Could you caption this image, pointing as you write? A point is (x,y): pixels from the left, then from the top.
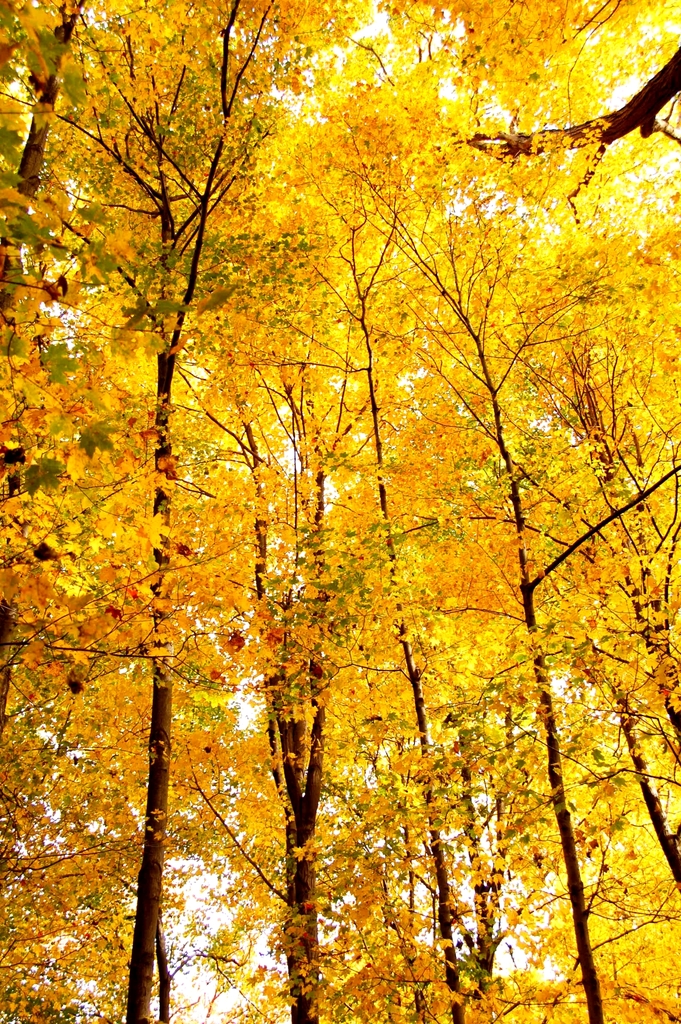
In this picture we can see few trees (238,774) and yellow color leaves (258,331).
